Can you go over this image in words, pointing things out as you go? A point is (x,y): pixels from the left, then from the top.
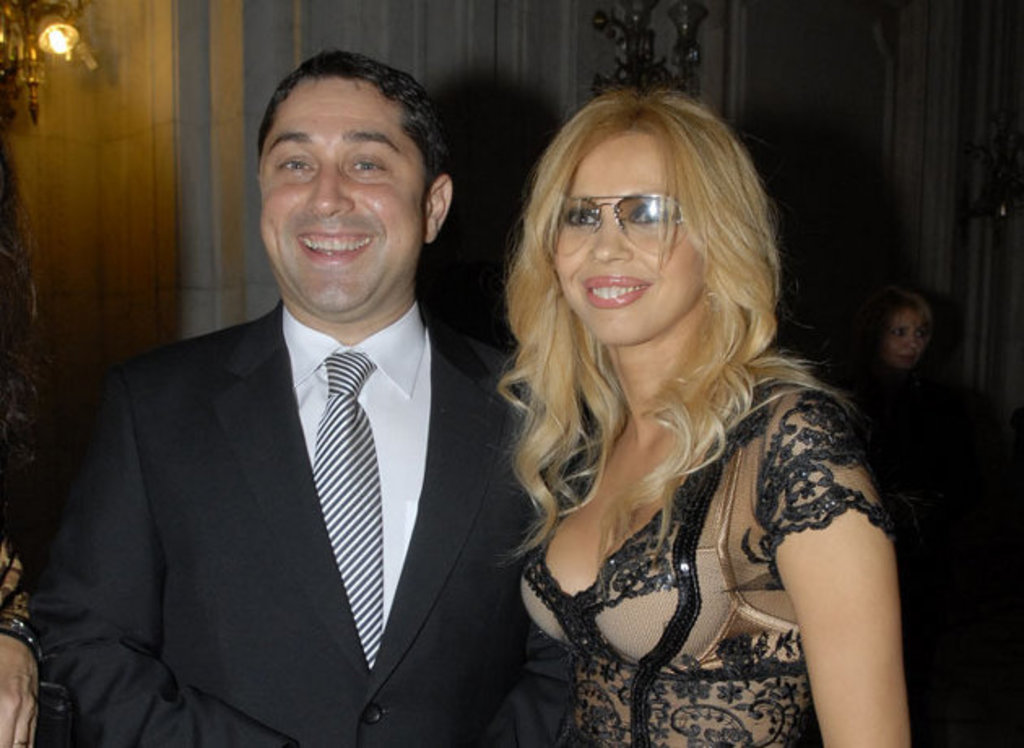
In this image we can see a man (456,491) and a woman (624,441) standing. On the right side (909,450) we can see a woman (924,457) standing. On the backside (89,70) we can see some ceiling lights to a wall (242,163).
